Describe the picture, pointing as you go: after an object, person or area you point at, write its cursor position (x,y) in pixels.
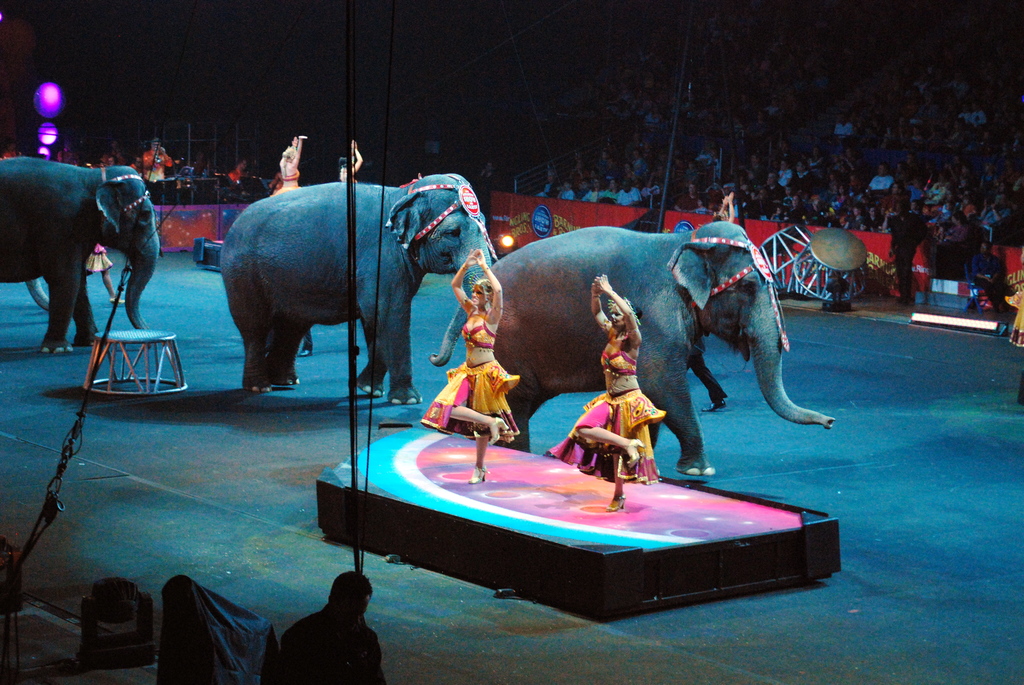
This picture seems to be clicked inside the hall (308,160). In the center (488,323) we can see the group of persons (455,398) dancing on the floor (673,513) and we can see the group of elephants (51,261) walking on the ground (955,445) and there are some objects (795,253) placed on the ground (145,410) and we can see the ropes (40,518). In the background (235,174) we can see the lights (42,104), group of persons (756,157) and some other objects (545,210).
